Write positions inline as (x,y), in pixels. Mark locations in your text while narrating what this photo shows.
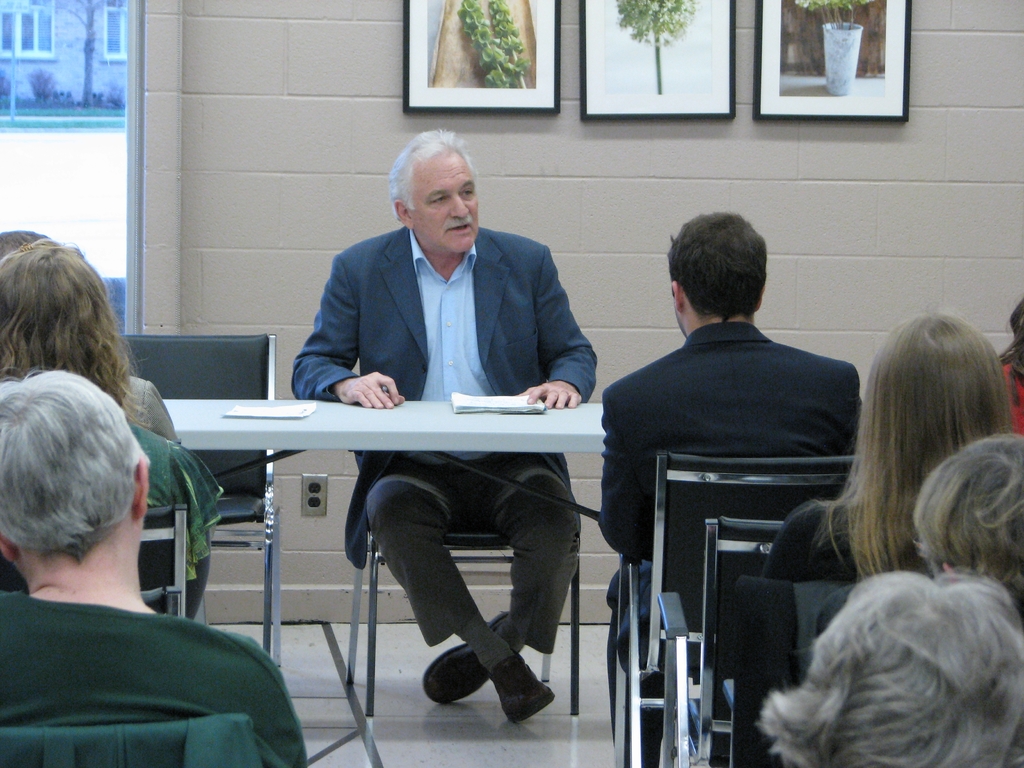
This image consists of a table (454,416), chair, photo frames (641,91) on the top (843,61). This is clicked in a room (647,320). There are so many people (406,457) sitting on chairs (235,485). On the table (177,407) there is a paper book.
